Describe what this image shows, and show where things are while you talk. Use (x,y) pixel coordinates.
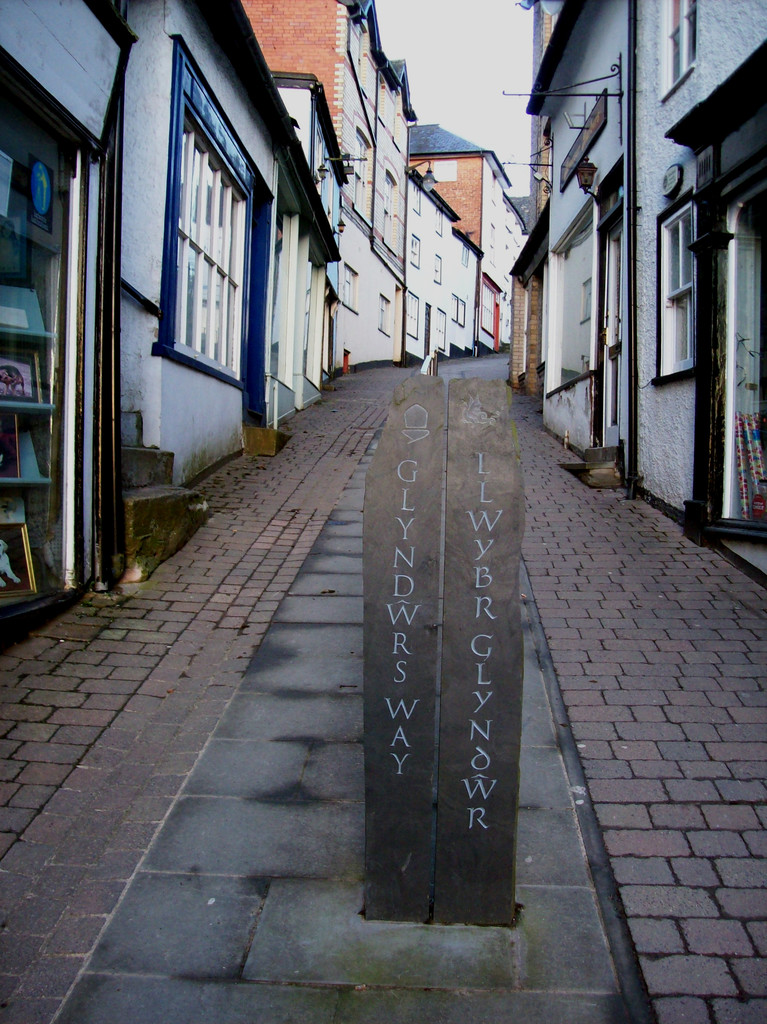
In this image we can see one rectangular shaped cement structure (399,622) with some text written on it. Behind it, road (377,373) is there. To the both sides of the road (506,371), buildings (447,295) are there.
